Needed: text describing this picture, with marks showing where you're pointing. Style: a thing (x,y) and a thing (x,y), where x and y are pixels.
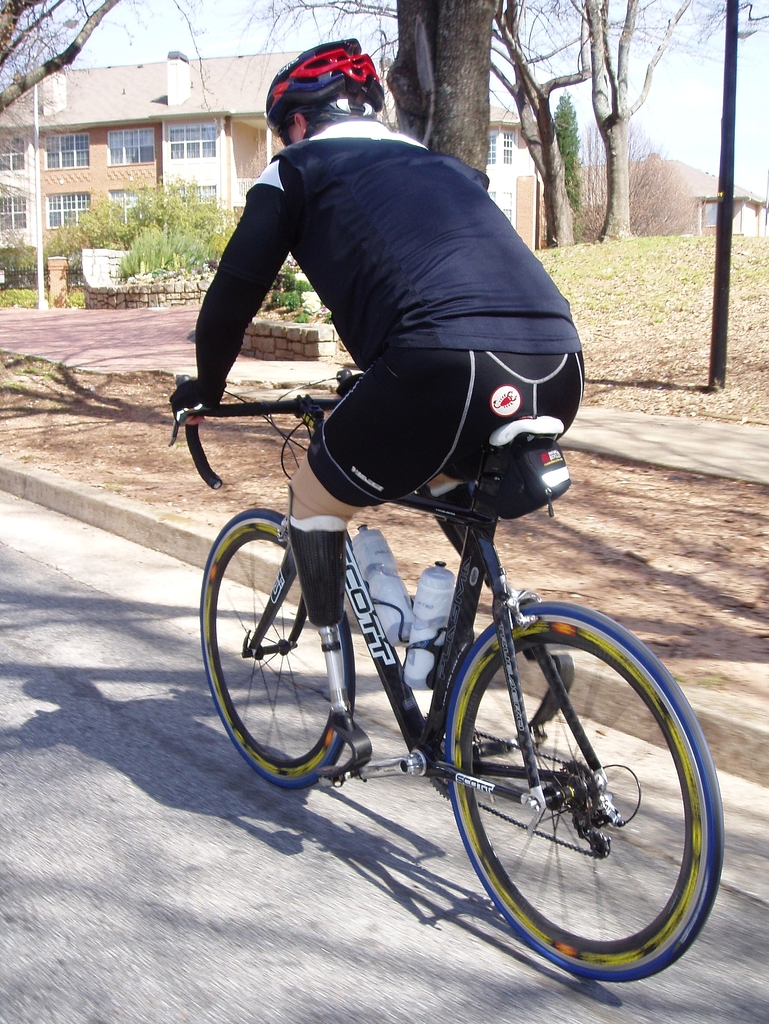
In this image I can see a person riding a bicycle (536,617). There are poles (728,287), grass (661,239), trees (652,232) and a building (270,146) at the back (273,157).
